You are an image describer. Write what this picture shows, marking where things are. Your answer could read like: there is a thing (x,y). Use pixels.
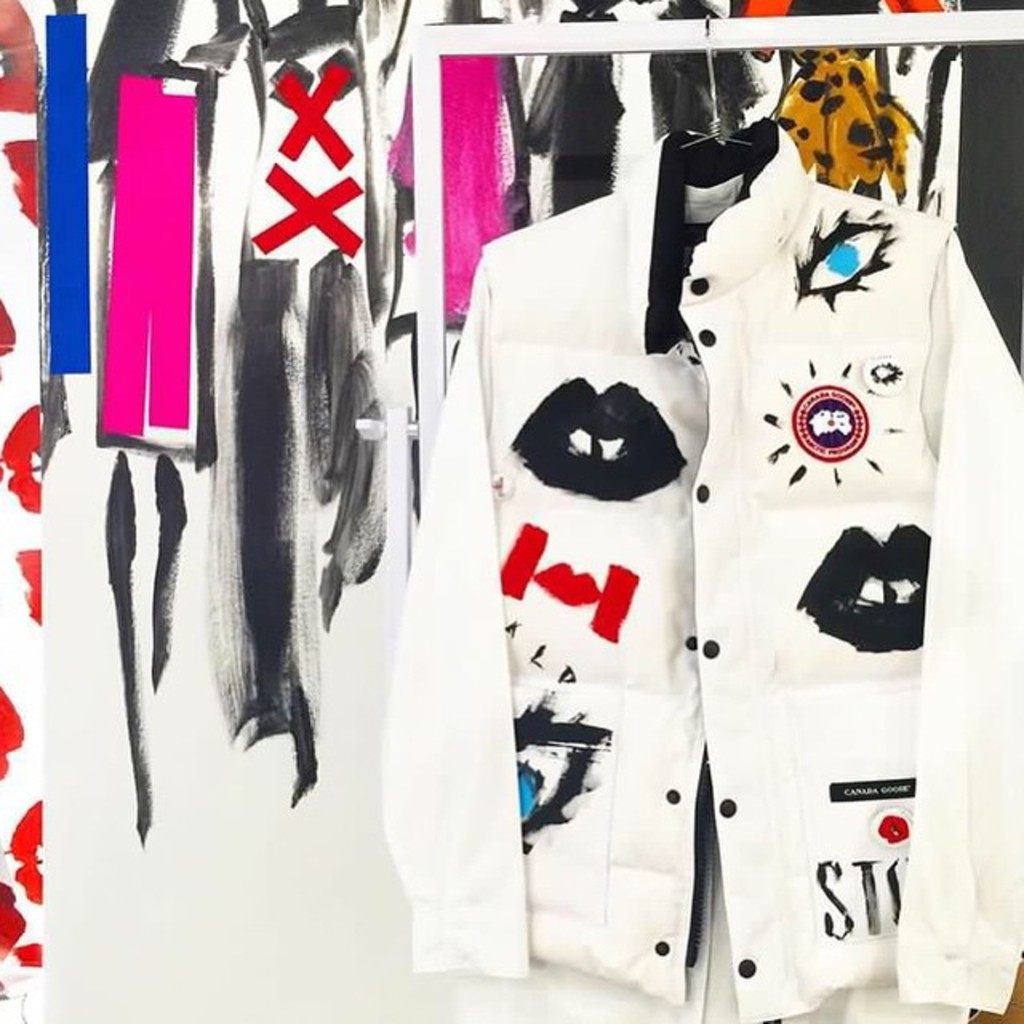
In this picture we can see a jacket (529,869) hanged to a stand (428,103) and in the background (46,483) we can see painting (345,98).
